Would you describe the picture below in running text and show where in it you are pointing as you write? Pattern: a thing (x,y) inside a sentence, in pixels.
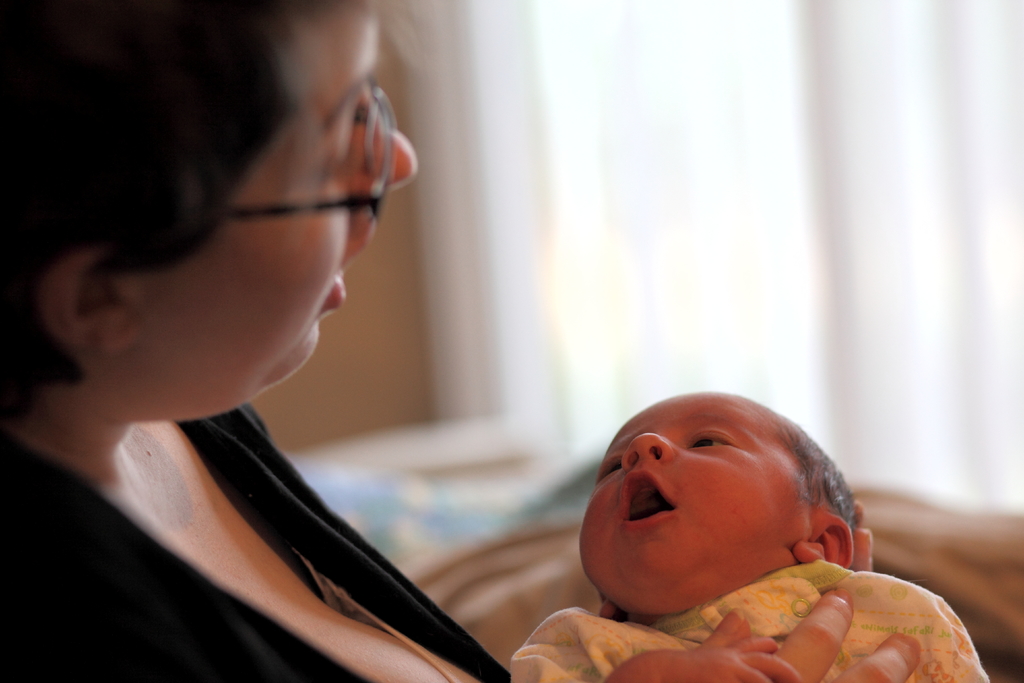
This picture is clicked inside the room (359,321). The woman (61,82) in black T-shirt (73,568) who is wearing spectacles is holding a baby (727,486) in her hands (809,649). In the background (536,215), we see a curtain (594,150) in white color. It is blurred in the background (651,321).
